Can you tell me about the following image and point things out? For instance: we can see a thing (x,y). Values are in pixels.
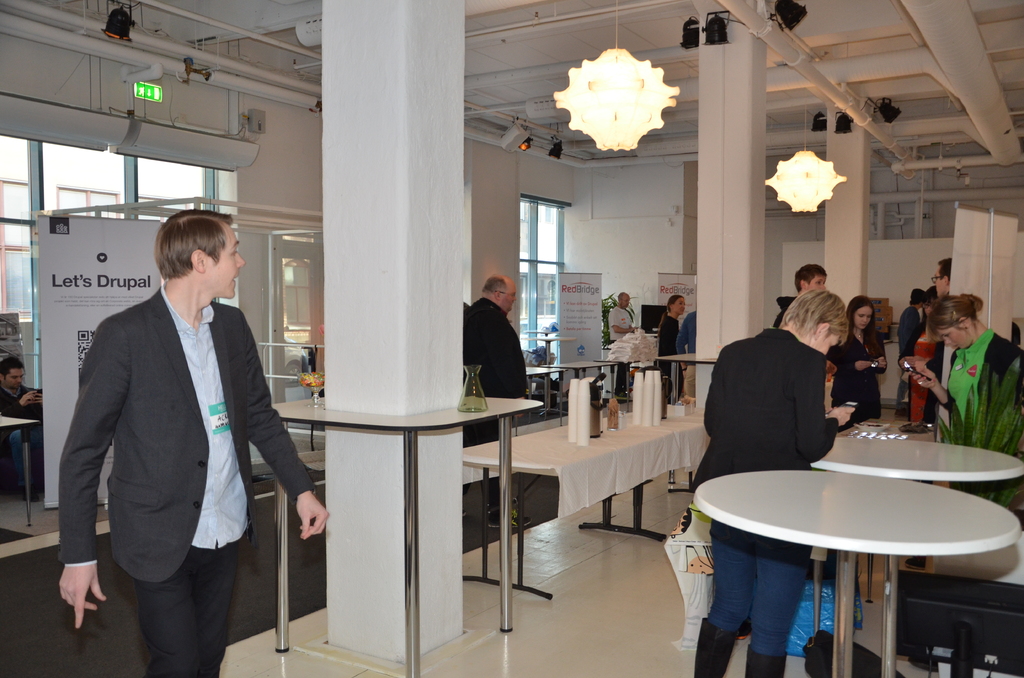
In the image there are some people (800,394) stood around table (510,542), on ceiling (689,67) there are lights (815,162), this looks like a break out hall (14,603).
